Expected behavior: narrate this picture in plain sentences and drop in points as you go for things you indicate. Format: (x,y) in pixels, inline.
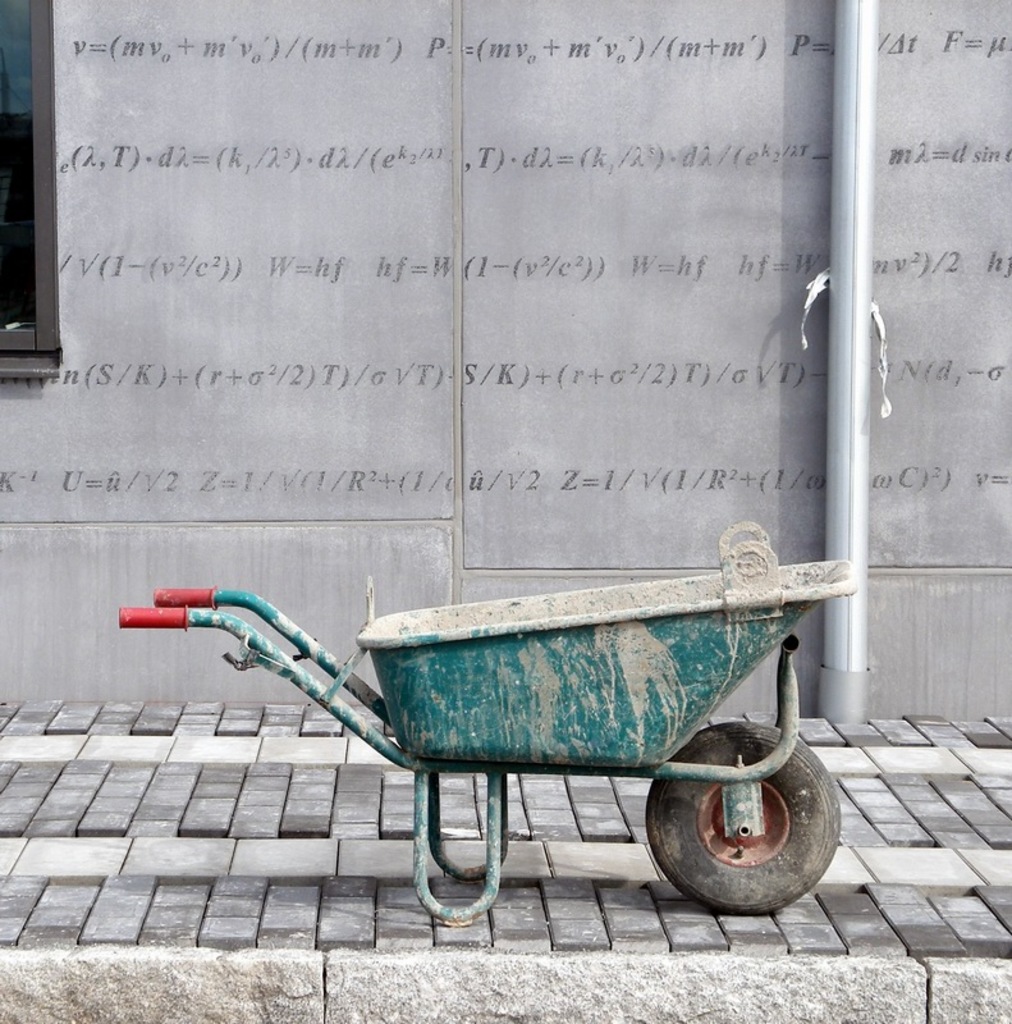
In the foreground (245,878) we can see footpath (353,879) and trolley (476,642). In the background (510,271) there are window (43,56), pipe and wall (488,425). On the wall (468,319) there is text (550,383).
